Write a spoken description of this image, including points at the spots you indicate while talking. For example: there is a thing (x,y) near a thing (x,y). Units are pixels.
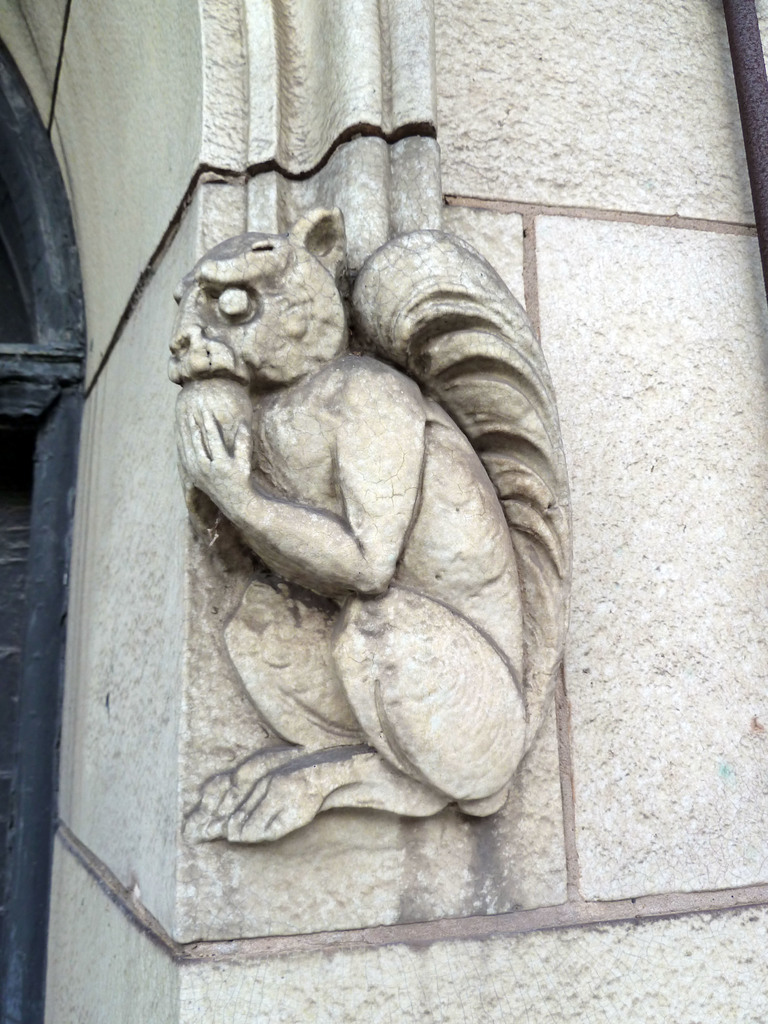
In this picture there is a sculpture (325,505) of a squirrel (343,566) on the wall (247,215). On the left side of the image (11,297) there is a door (42,683). On the right side of the image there is a pole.
